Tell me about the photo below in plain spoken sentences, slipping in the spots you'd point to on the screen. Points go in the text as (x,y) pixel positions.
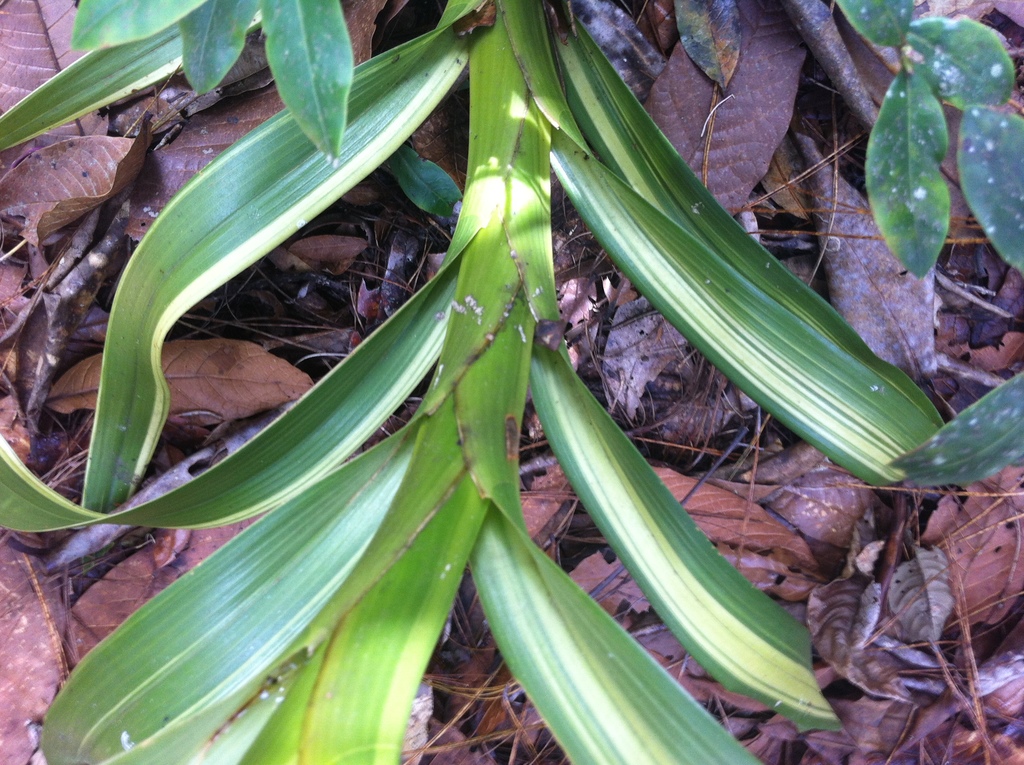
In this image there are green leaves (471,137) and dry leaves (885,633). There are sticks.
